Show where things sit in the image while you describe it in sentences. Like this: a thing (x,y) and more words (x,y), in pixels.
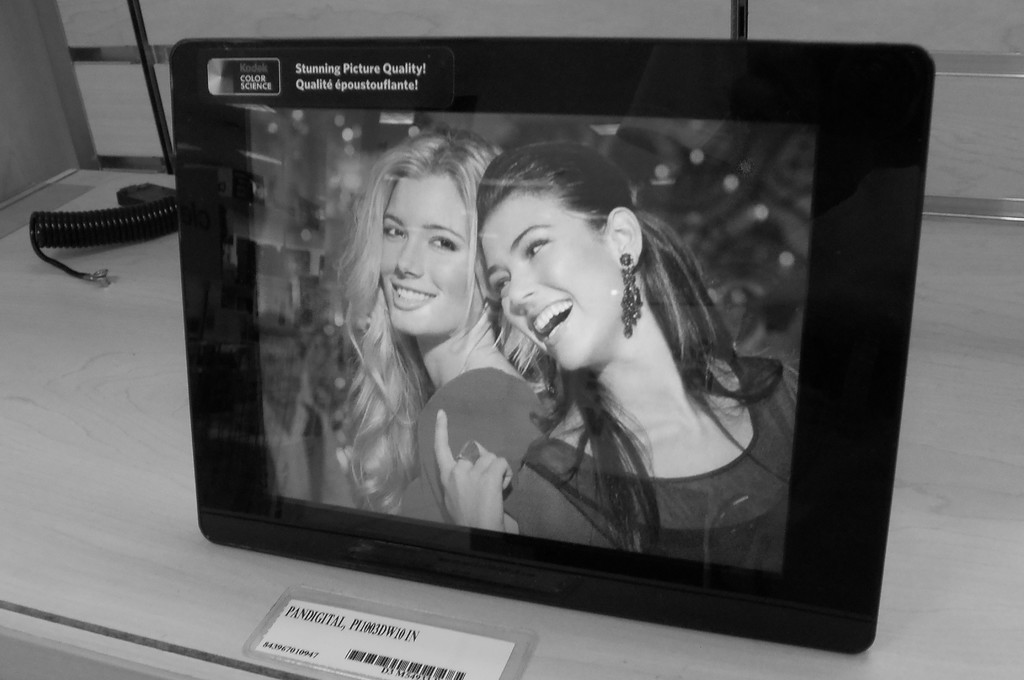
In this black and white picture there is a table (233,582). On the table (585,639) there is a picture frame (550,51). There is text (265,69) on the frame (276,81). There are girls (518,380) in the picture frame (546,393). In front of the frame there is a sticker (331,640) on the table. There are text (348,618) and barcode (383,657) on the sticker (345,642). To the left (81,220) there is a cable wire (109,234). Behind the table (140,250) there is a wall (644,26).
